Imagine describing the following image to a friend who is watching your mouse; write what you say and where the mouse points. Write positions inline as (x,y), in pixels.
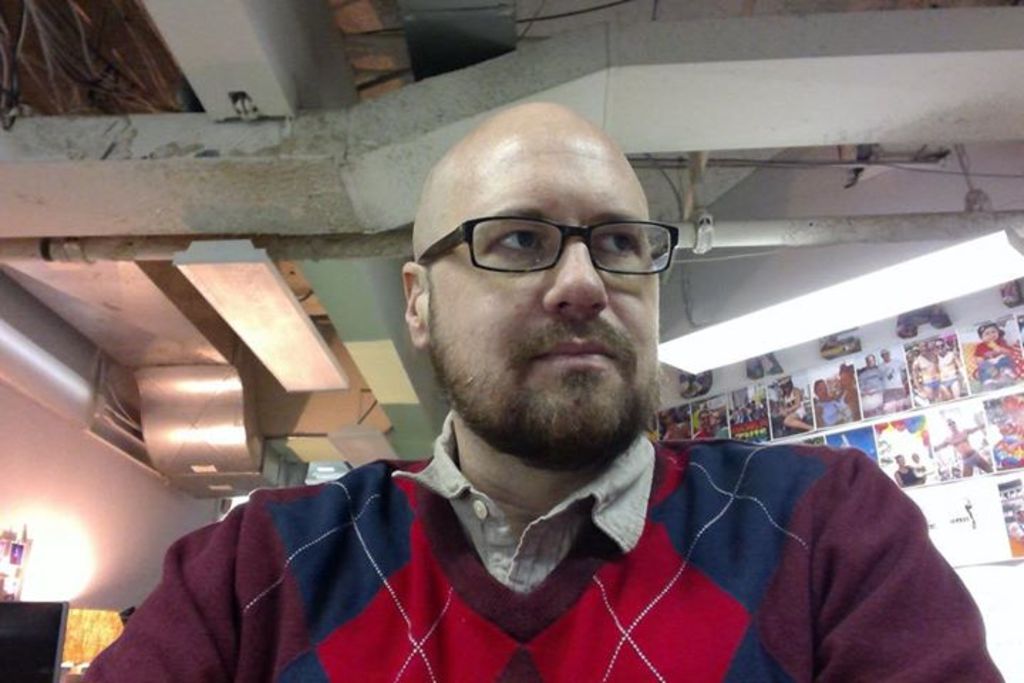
At the bottom of this image (584,534), there is a person (493,272) wearing a spectacle (559,236) and watching something. In the background (698,143), there are lights (977,256) attached to a roof (327,303), there are posters (999,367) attached to a white wall (927,392) and there are other objects (22,535).
